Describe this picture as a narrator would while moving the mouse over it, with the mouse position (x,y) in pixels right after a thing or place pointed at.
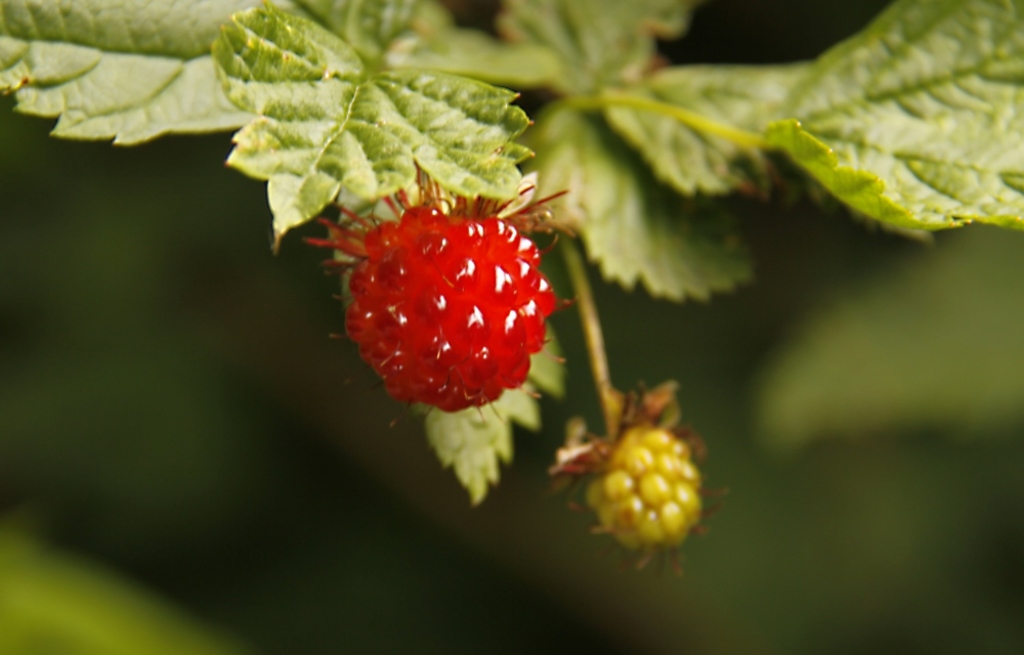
In this picture, we see a tree (464,118) which has the berries (467,328). These berries (508,322) are in red and green color. In the background (347,399), it is green in color. This picture is blurred in the background (135,364).
